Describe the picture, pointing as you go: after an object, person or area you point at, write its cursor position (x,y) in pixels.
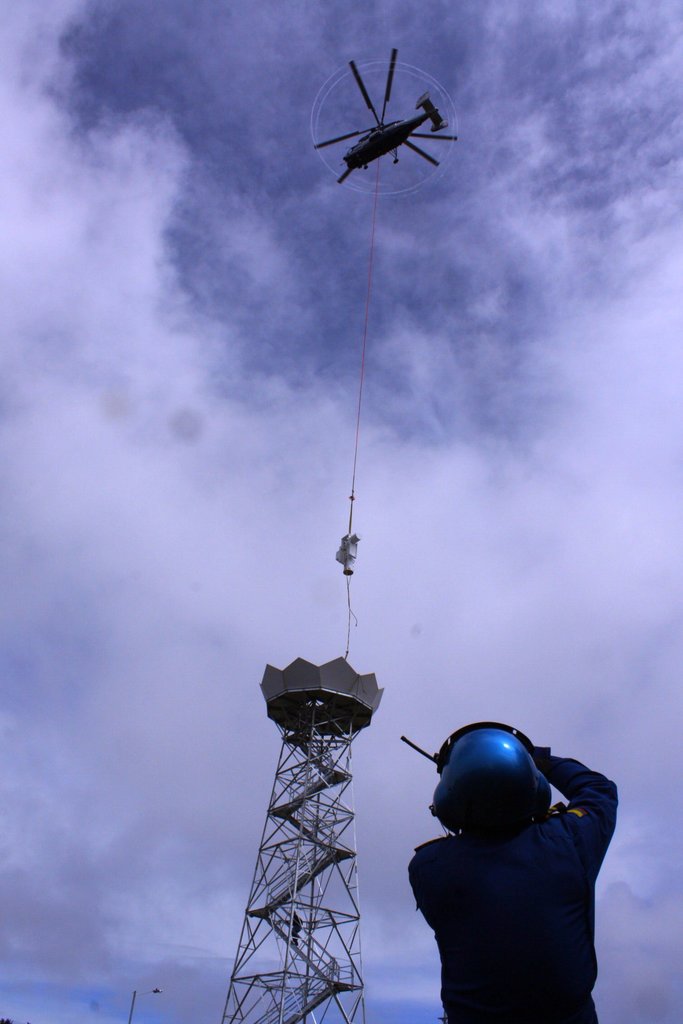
In this image we can see an electrical tower (303,664) and a person (452,950) standing wearing a helmet (507,787). On the backside (460,487) we can see the sky (465,485) which looks cloudy. We can also see a helicopter (348,161) in the sky (355,121) and a camera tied with a rope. On the bottom of the image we can see a street pole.
